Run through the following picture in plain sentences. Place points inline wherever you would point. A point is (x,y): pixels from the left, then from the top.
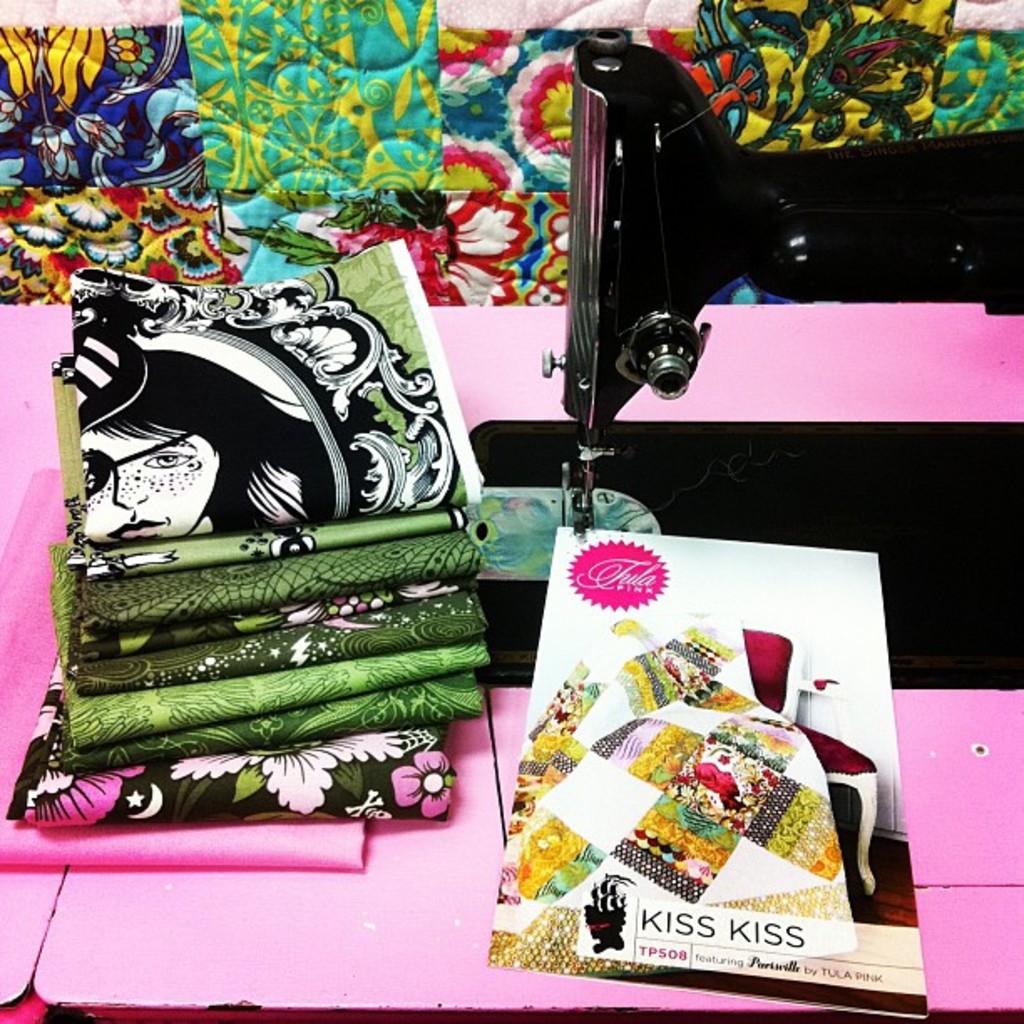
In the image in the center (547,382) we can see one pink color table (459,986). On the table (439,987), we can see a garments sewing machine (734,248), brochure (672,641) and different color blankets (211,466). In the background (347,115) we can see a blanket (466,179).
